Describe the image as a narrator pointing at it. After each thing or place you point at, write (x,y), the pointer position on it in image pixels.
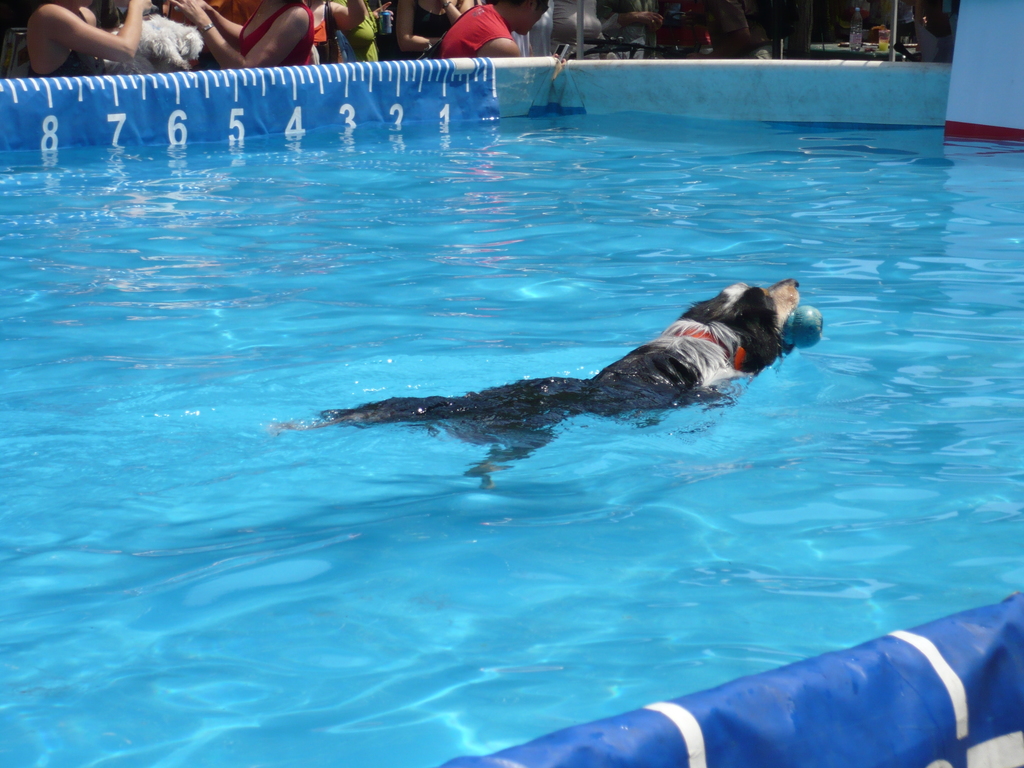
In this picture we can see a dog (551,413) swimming in a pool (604,439) and holding an object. At the top of the image (383,72), there are people (534,21), a banner (405,110) and some objects (627,40).
